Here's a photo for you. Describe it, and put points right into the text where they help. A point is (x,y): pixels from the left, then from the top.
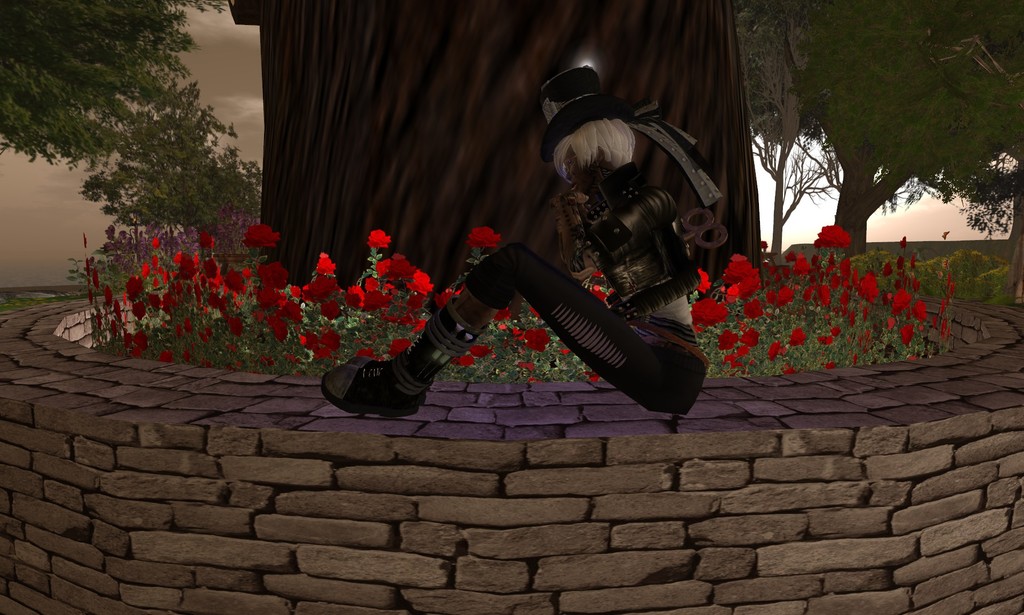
Here this picture is an animated image, in which we can see woman (597,216) sitting over a place (614,411) and we can see she is wearing a hat (593,80) on her and we can see flower plants (242,333) present beside her and we can also see a trunk (279,30) of a tree (722,160) and we can also see other trees (168,188) present all over there and we can see clouds (1000,236) in the sky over there.
